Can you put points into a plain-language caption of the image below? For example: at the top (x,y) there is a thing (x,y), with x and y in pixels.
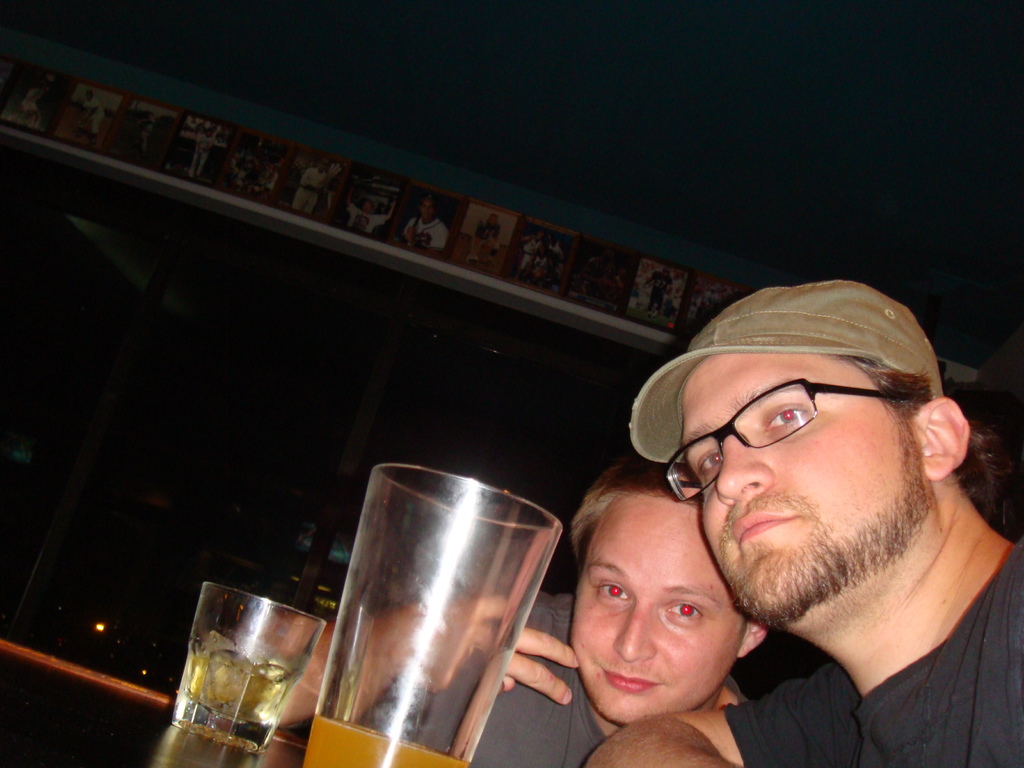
In this image we can see two persons (685,634) wearing black and grey color T-shirt (820,719) person (893,724) wearing black color T-shirt (841,704) also wearing spectacles (762,404) and cap (790,331) and there are some glasses (479,665) in which there is drink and in the background of the image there are some pictures (362,196) attached to the wall (564,207).
